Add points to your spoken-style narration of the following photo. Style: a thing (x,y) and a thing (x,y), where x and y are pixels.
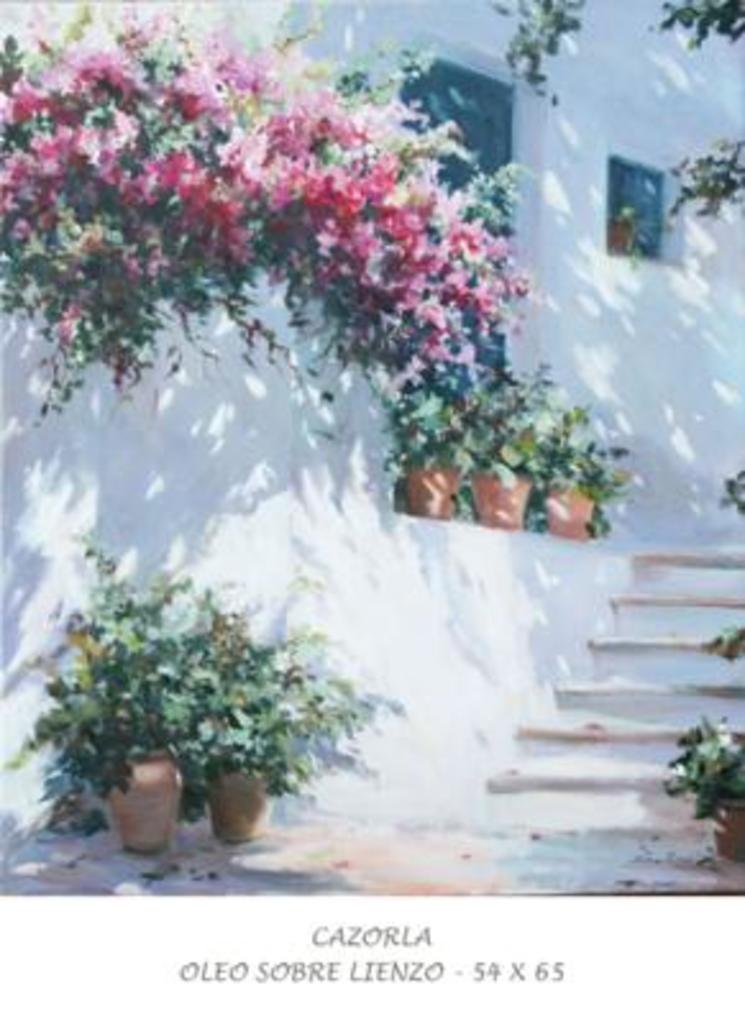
In this image we can able to see a house (375,504) with some house plants (110,709), there are some flowers (252,164) and we can see a staircase (645,626).
